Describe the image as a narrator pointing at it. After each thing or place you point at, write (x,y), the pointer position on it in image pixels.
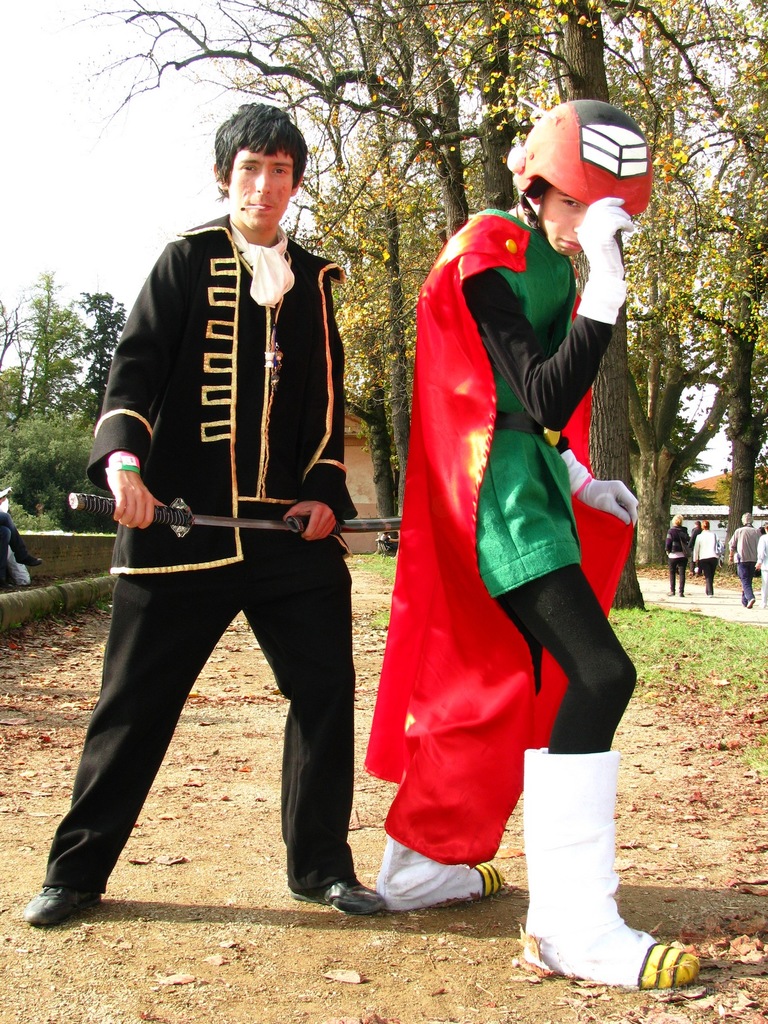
In the background (433,191) we can see trees (721,280) and people (760,568) walking. We can see people (529,406) in the fancy dress (487,431), they both are standing.
